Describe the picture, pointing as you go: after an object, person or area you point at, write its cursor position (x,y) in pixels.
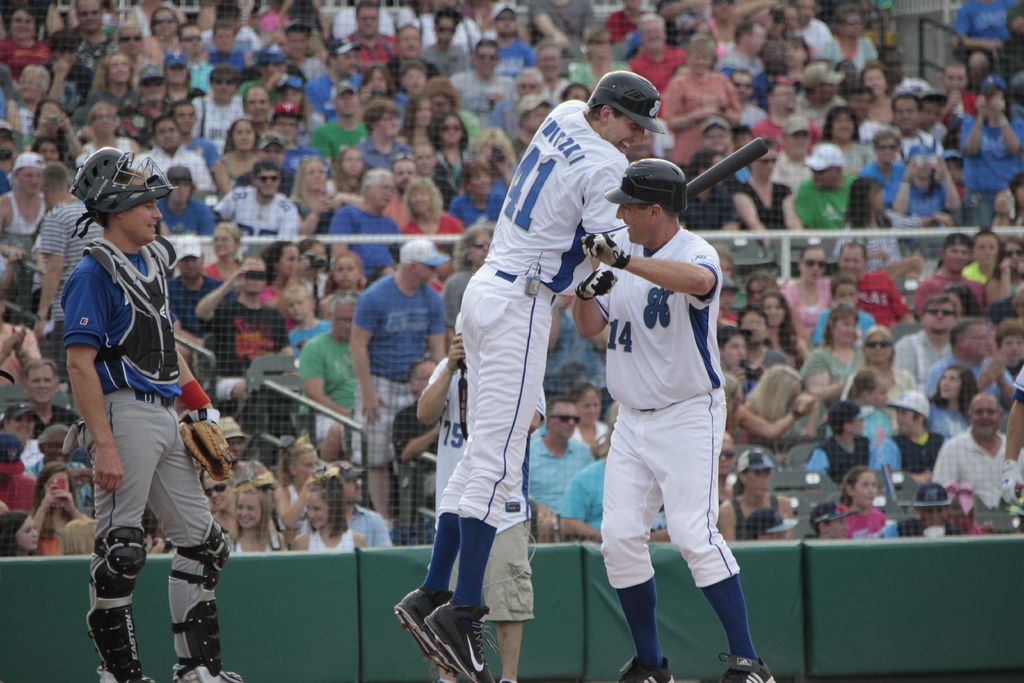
This image consists of three persons (485,449) playing baseball. Beside them, there is a man (444,470) holding a camera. In the background (825,120), we can see a huge crowd (53,93). In the middle (346,345), there is a fencing (786,274). The three men (491,362) playing baseball are wearing jerseys (548,216), helmets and a cap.
